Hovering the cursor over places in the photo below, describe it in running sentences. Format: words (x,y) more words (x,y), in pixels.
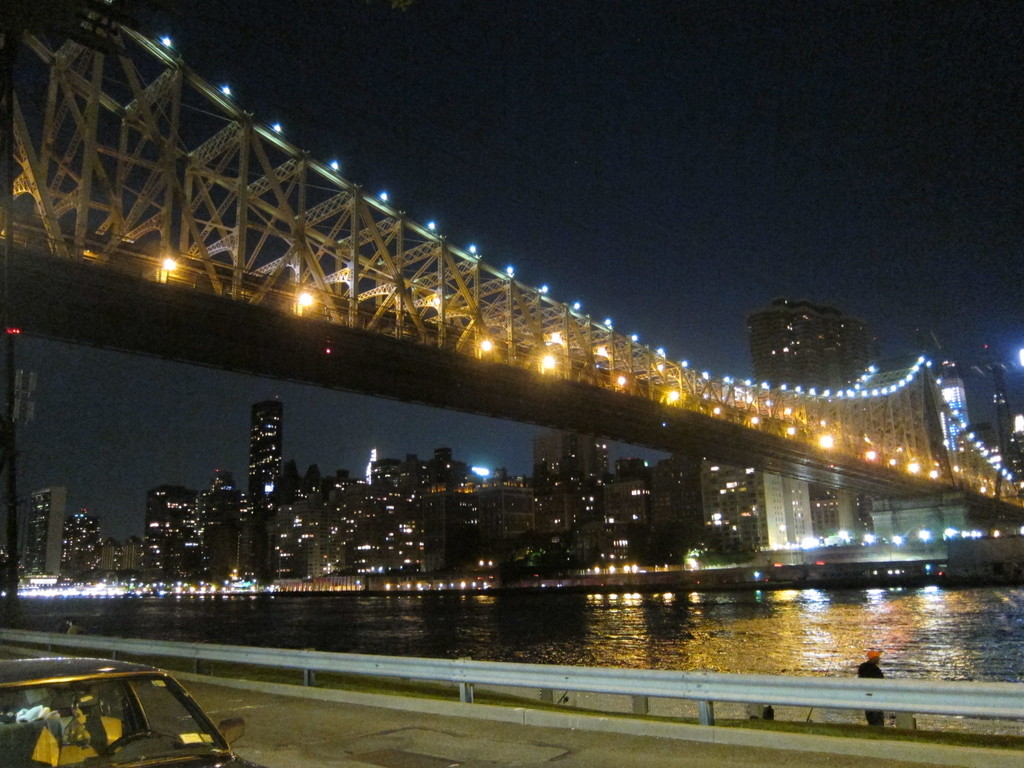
On the left side (144,710), there is a vehicle (138,706). In the background (898,442), there is a fencing (642,683), there is a person (863,686), there is water (696,602) of the river (817,617), above the river (749,609), there is a bridge (792,454) which is having lights (745,388) attached to the fencing (911,440), there are buildings (421,487) and there is sky (819,185).
